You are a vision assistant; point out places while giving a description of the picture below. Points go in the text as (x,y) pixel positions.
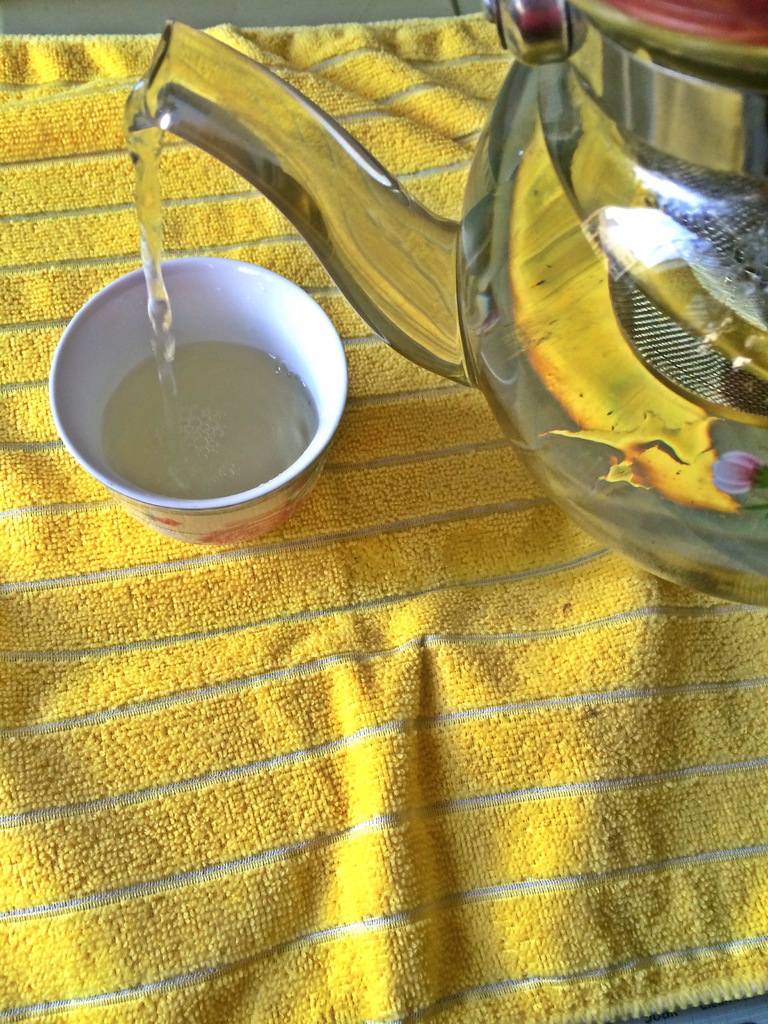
In this picture we can see liquid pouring from a kettle (537,295) into a cup (152,344) and there is a cloth (332,923).
